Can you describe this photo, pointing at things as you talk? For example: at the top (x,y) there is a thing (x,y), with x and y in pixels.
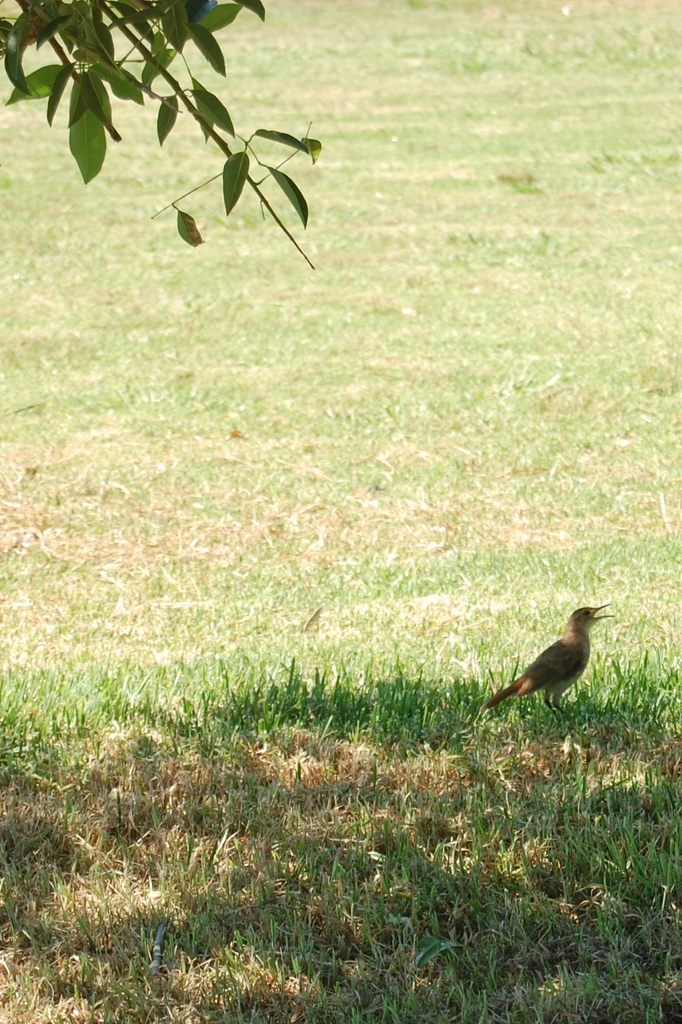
In this image we can see a bird (551,668). At the bottom (310,889) there is grass (488,892). On the left (63,89) we can see a tree (74,89).
